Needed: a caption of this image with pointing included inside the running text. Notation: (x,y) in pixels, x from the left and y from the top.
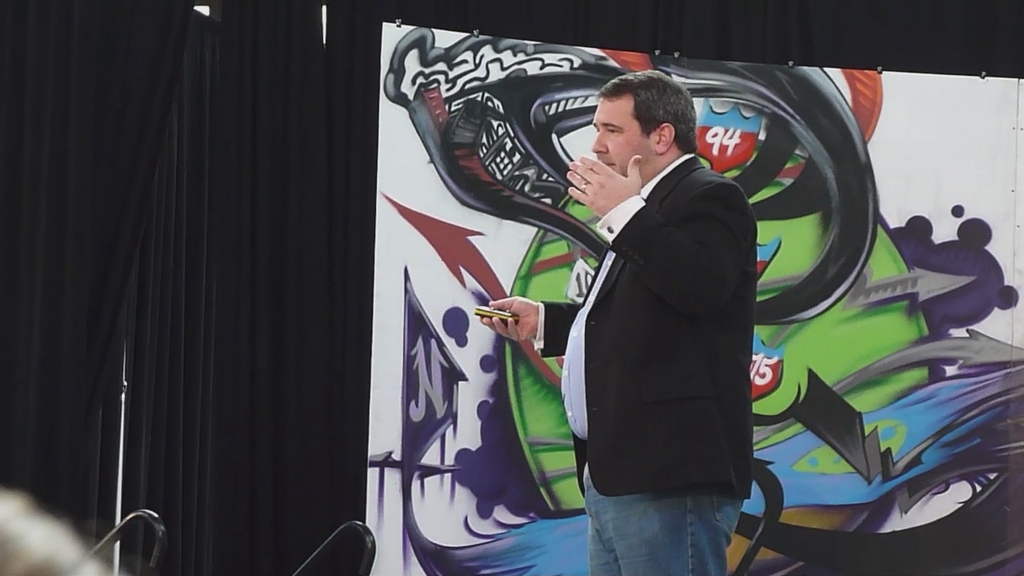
In the right side (704,254) a man (678,94) is standing he wore a black color coat (705,323) and there is a painting (805,323) on the wall (793,290).
